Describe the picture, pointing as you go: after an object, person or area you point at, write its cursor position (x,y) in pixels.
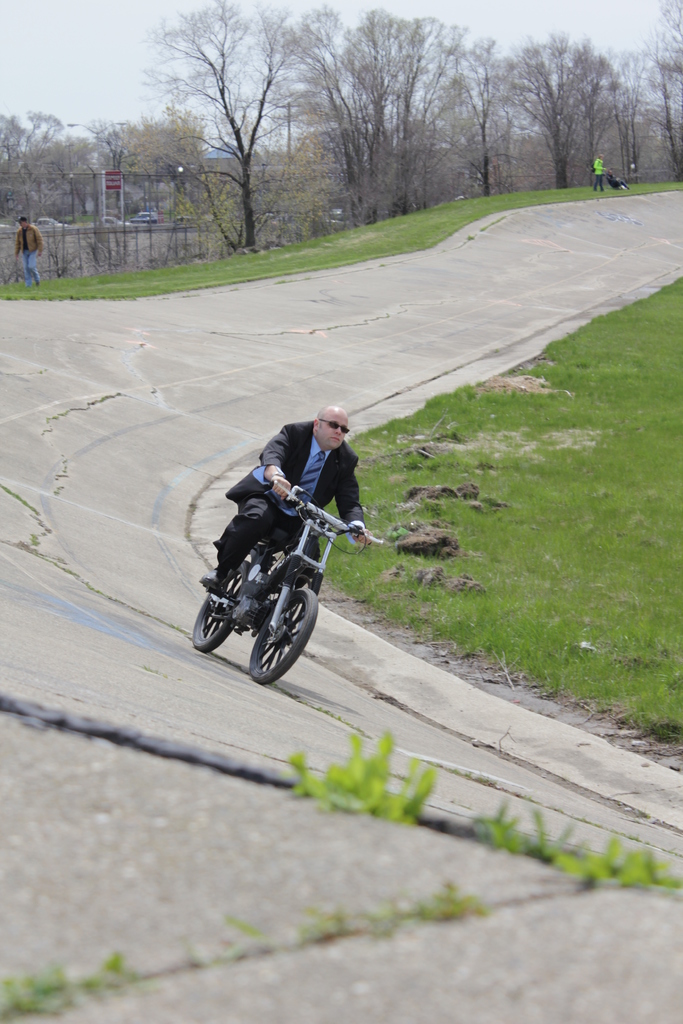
The person (291,479) wearing black suit (277,538) is riding a bike (268,600) on the road (230,479) and there are trees (270,133) in the background (426,124) and the ground (587,459) is greenery (578,483) on the either side of the road (436,275).
